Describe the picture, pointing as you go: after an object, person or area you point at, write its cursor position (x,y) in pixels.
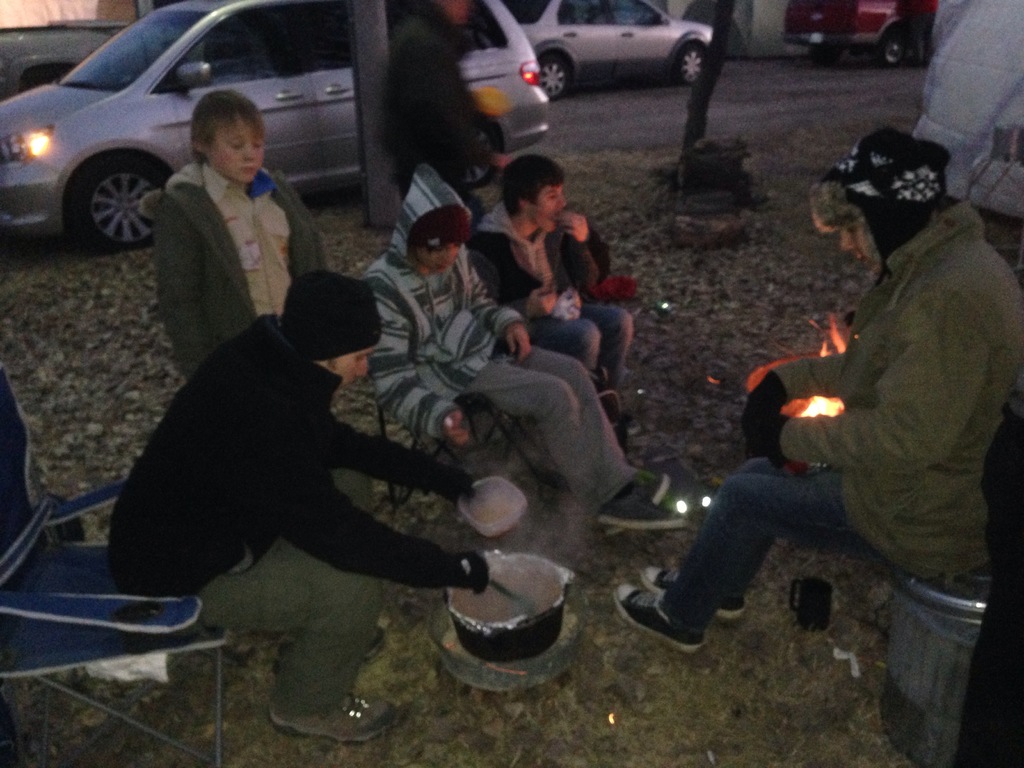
In the foreground of this image (438,249), we can see few men (468,308) sitting and a man (943,450) is sitting on a metal surface (955,644) and a man (373,553) is cooking and holding a bowl (482,479). There is also a black color cup (808,598) on the grass (814,638), fire (843,349) and few people (448,161) walking and standing on the grass (89,369). In the background (193,28), there are vehicles (215,18) parked on the road (724,93), a pole (370,41) and a tree (694,92).
